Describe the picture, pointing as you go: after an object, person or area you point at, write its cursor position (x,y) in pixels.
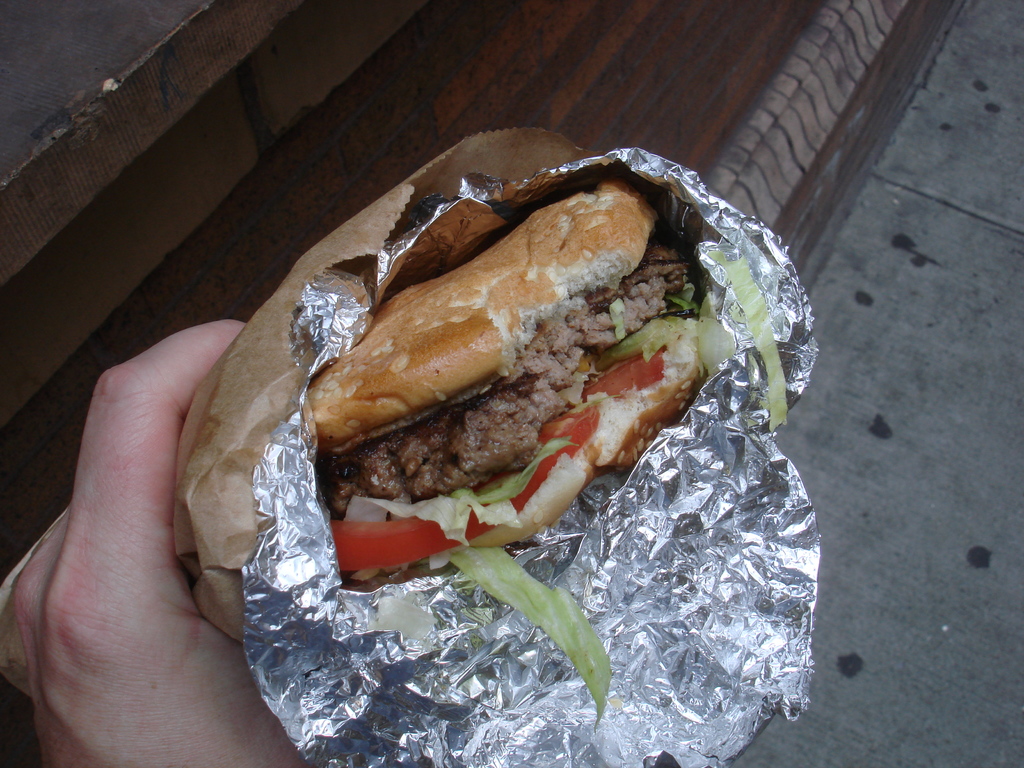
In this image we can see a person's hand (115,471) holding a burger (346,469). At the bottom (900,528) there is a road (879,373).
